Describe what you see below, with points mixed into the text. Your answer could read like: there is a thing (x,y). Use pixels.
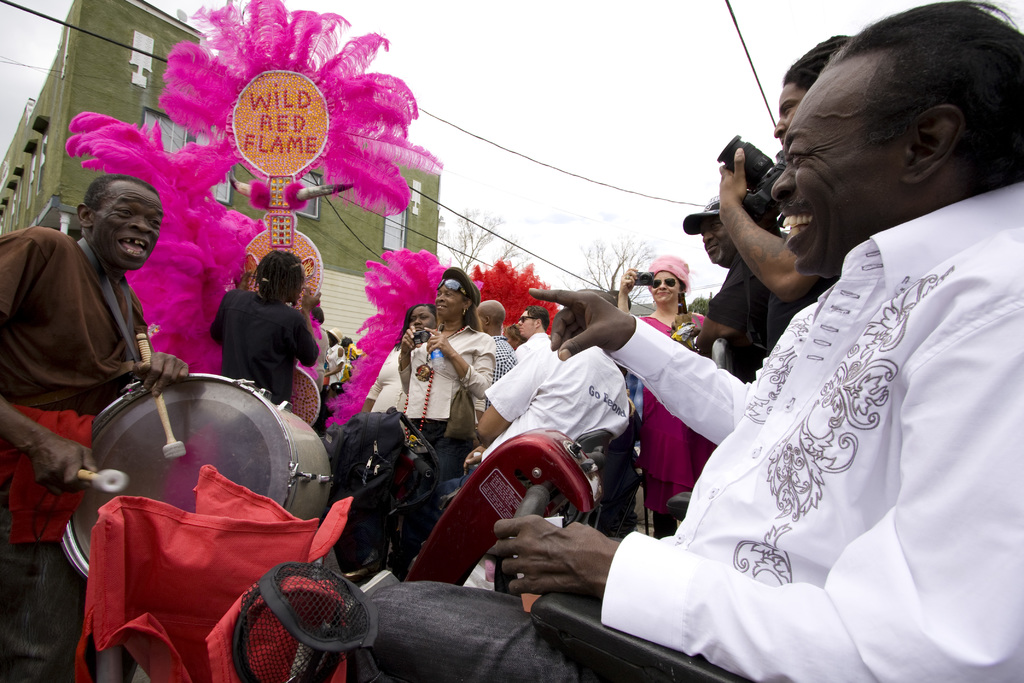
A man (577,527) is sitting in a automated vehicle (609,674). There is another man (181,366) playing drums (177,386) in front (149,482). There some people (755,343) around them. There is a building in the background (380,254). The sky (434,83) is cloudy.
